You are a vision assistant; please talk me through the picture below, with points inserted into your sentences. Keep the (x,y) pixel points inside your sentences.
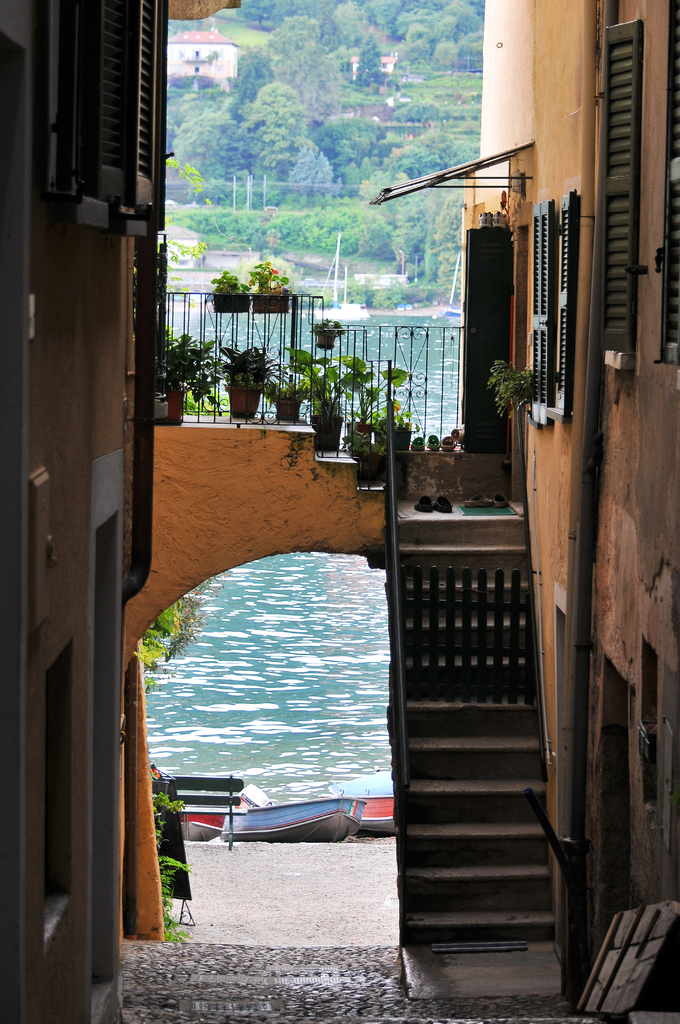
In the background (313,81) we can see trees (350,130) and water (396,319). This is a staircase (480,708). Here we can see plants (366,372) with pots (398,447). These are boats (289,813). These are buildings (55,458).
